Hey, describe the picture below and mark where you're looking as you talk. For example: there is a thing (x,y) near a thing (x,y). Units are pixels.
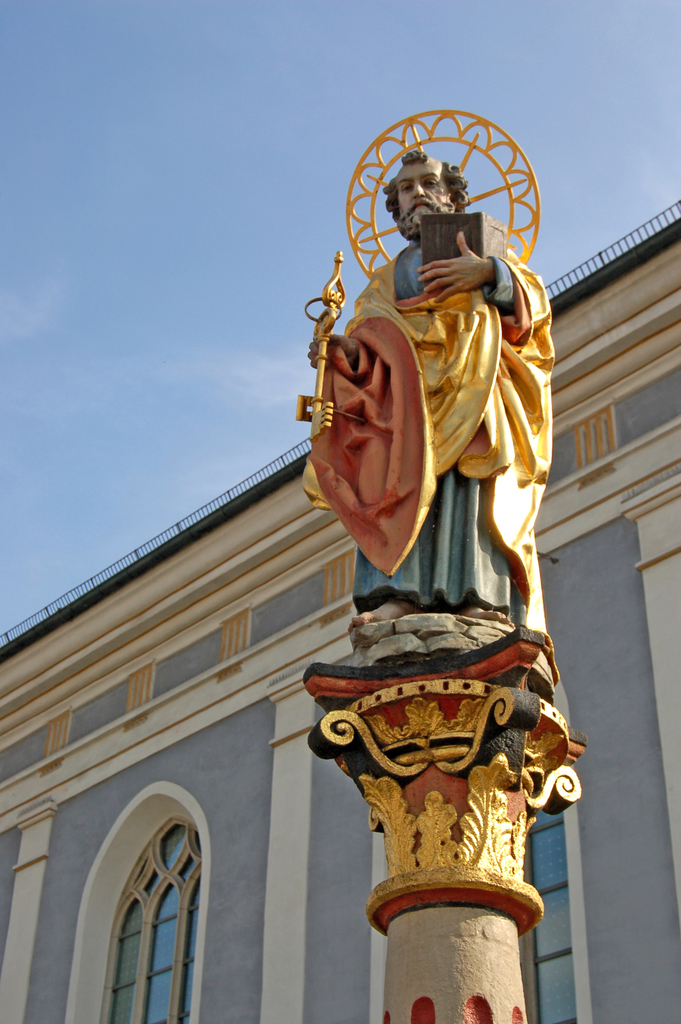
In this picture we can see a statue (460,487), building (248,721) with windows (132,884) and in the background (186,256) we can see the sky (107,233).
